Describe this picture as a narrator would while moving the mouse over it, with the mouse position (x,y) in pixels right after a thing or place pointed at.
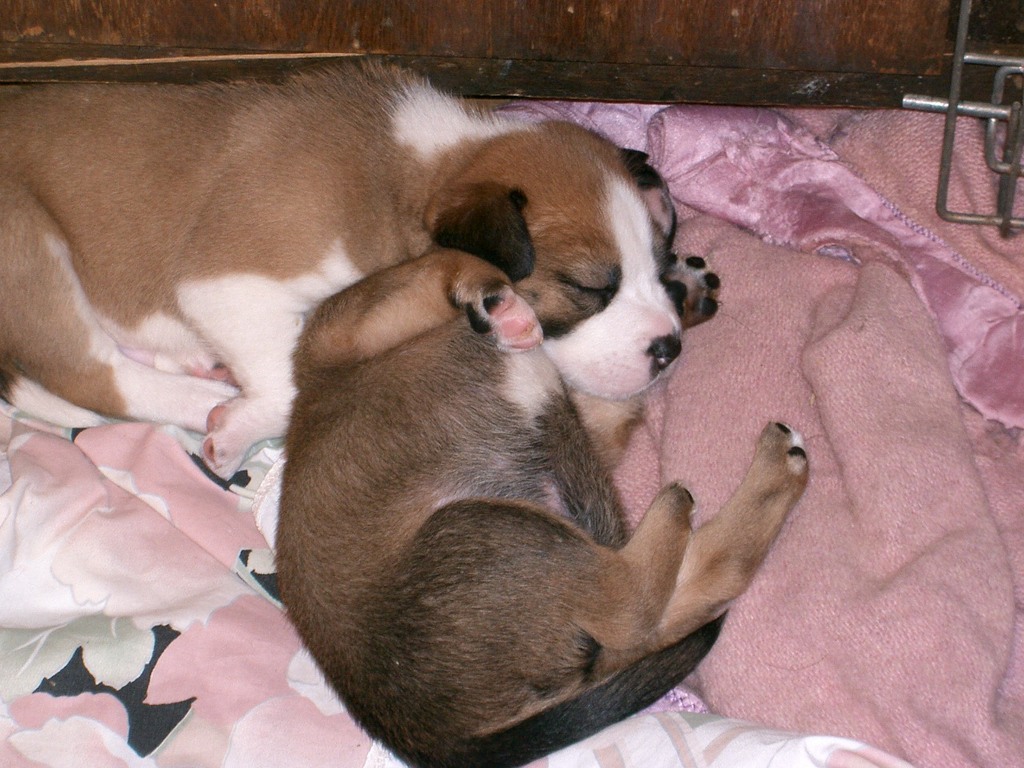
In this image there are two puppies (331,475) on a blanket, in the background (231,65) there is a wooden wall (899,21).
